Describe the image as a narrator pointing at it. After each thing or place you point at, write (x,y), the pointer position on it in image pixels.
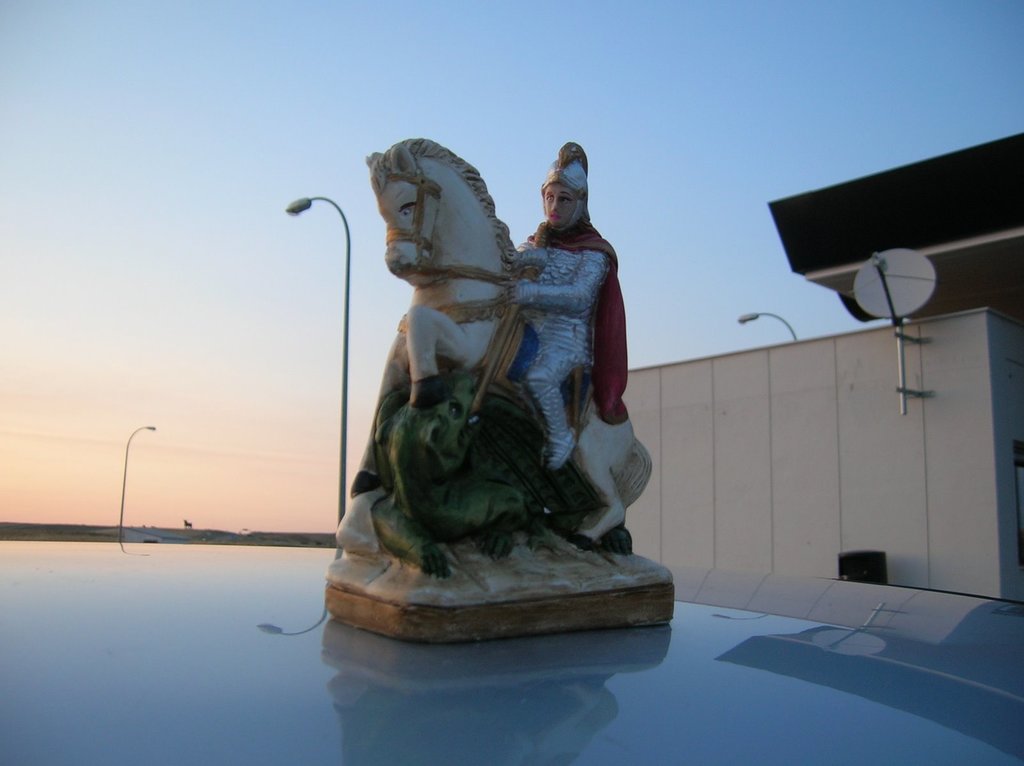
In this picture I can see there is a statue (385,607) and there is a man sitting on the horse (436,330), he is holding a sword (498,365). There is a street light pole (306,203) on to left (293,210) and there is another pole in the backdrop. There is a building (962,488) here on to right (892,262) and there is a dish (891,285) attached to the wall (908,377) on to right (917,398). The sky (643,190) is clear.
